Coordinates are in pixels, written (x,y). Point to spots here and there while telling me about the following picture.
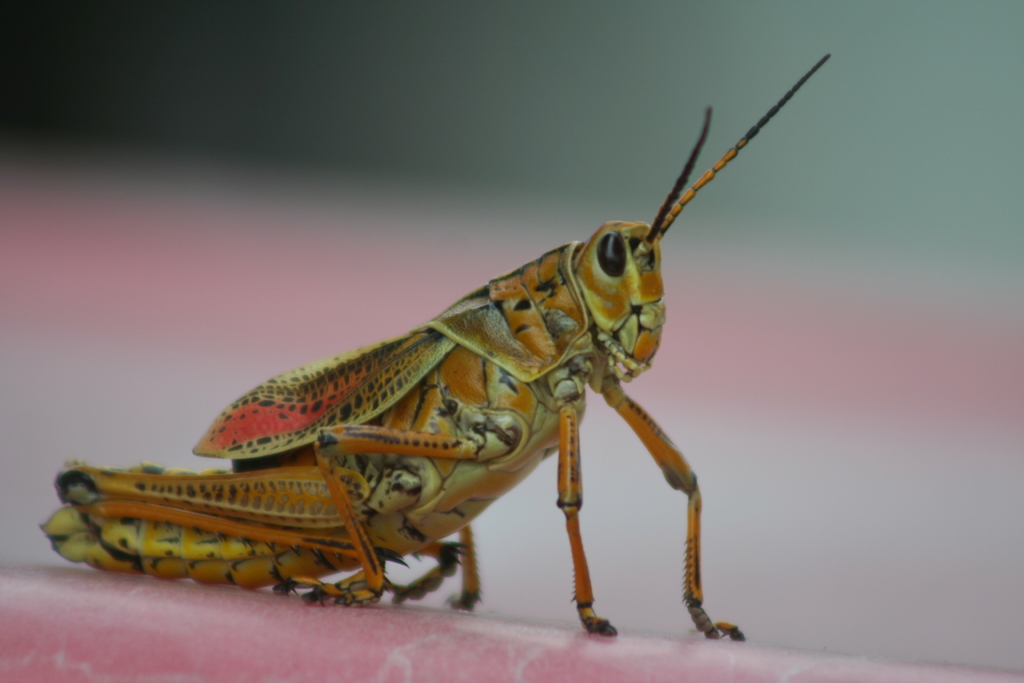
In the image we can see the locust (507,439) and the background (873,176) is blurred.
